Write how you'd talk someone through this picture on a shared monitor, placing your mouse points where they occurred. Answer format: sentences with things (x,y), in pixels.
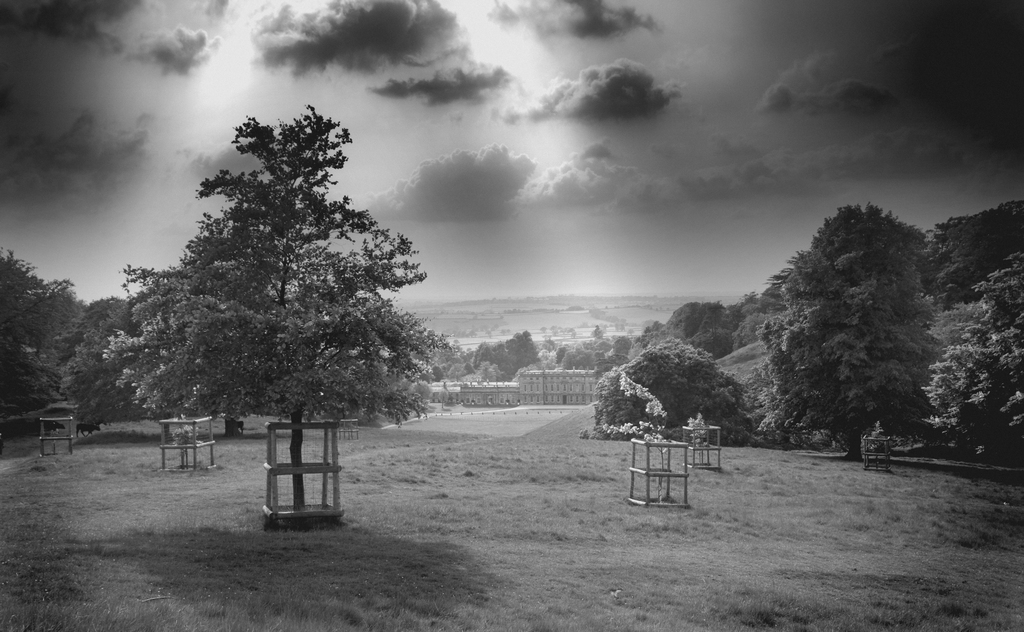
This picture shows few trees (405,238) and wooden fence (634,458) around the plants (629,432) and trees (294,464). We see buildings (562,375) and a cloudy Sky (601,171).
